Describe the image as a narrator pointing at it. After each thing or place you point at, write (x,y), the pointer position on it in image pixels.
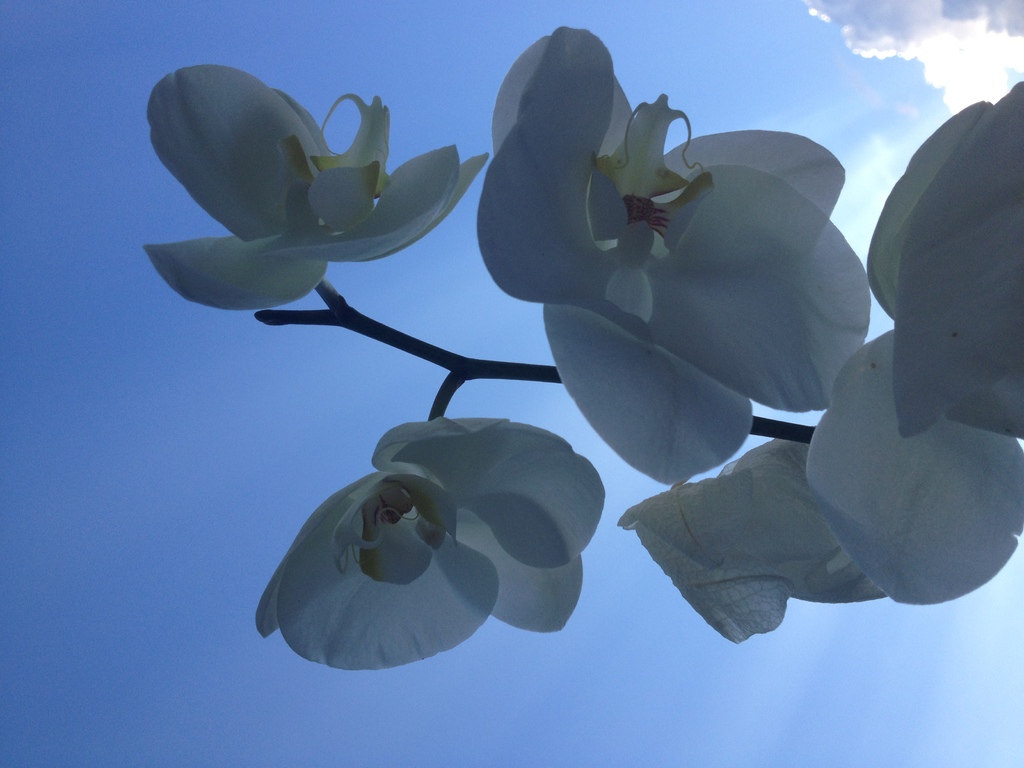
This picture is clicked outside. In the center (682,303) we can see the group of white color flowers (579,404) and the stems (490,362). In the background (583,434) there is a sky (956,12) with some clouds (927,51).
